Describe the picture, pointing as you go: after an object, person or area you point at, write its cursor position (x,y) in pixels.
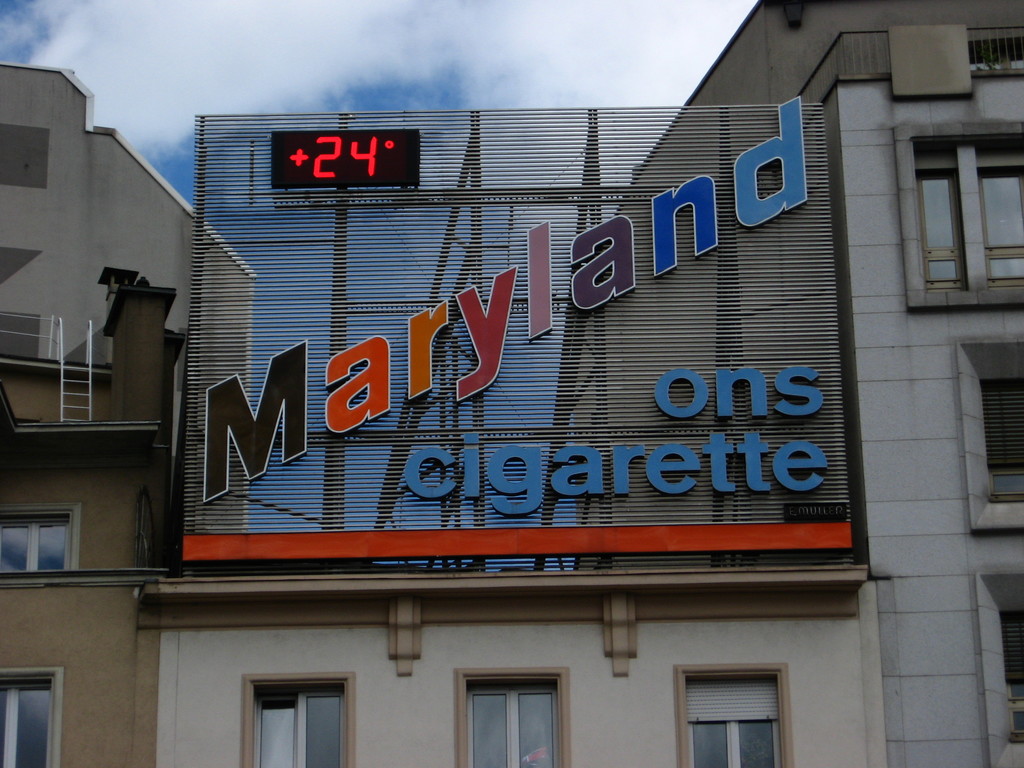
In this picture I can see the buildings (713,583). I can see the hoarding (549,444). I can see the led screen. I can see clouds (297,61) in the sky (279,72). I can see the metal ladder (80,394) on the left side (88,377).
